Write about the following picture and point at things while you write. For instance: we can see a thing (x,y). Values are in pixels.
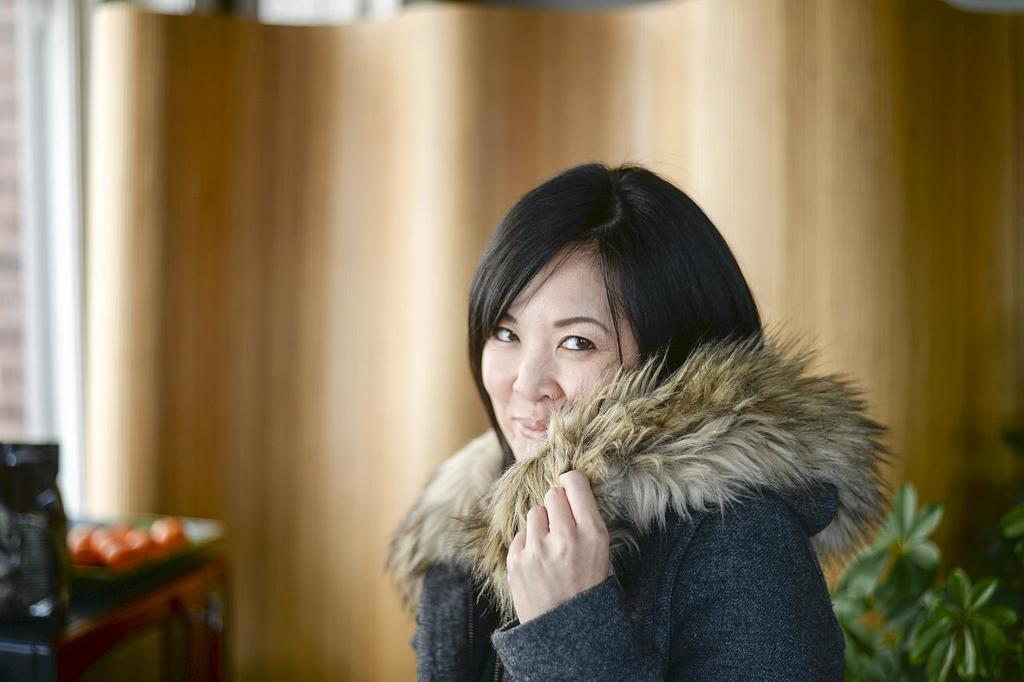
In this image there is a woman (563,443) with a smile on her face (535,382), behind her there is a plant (903,605) and curtains (599,130). On the left side of the image (92,546) there is a table (79,608) with some objects (78,559) on top of it.
